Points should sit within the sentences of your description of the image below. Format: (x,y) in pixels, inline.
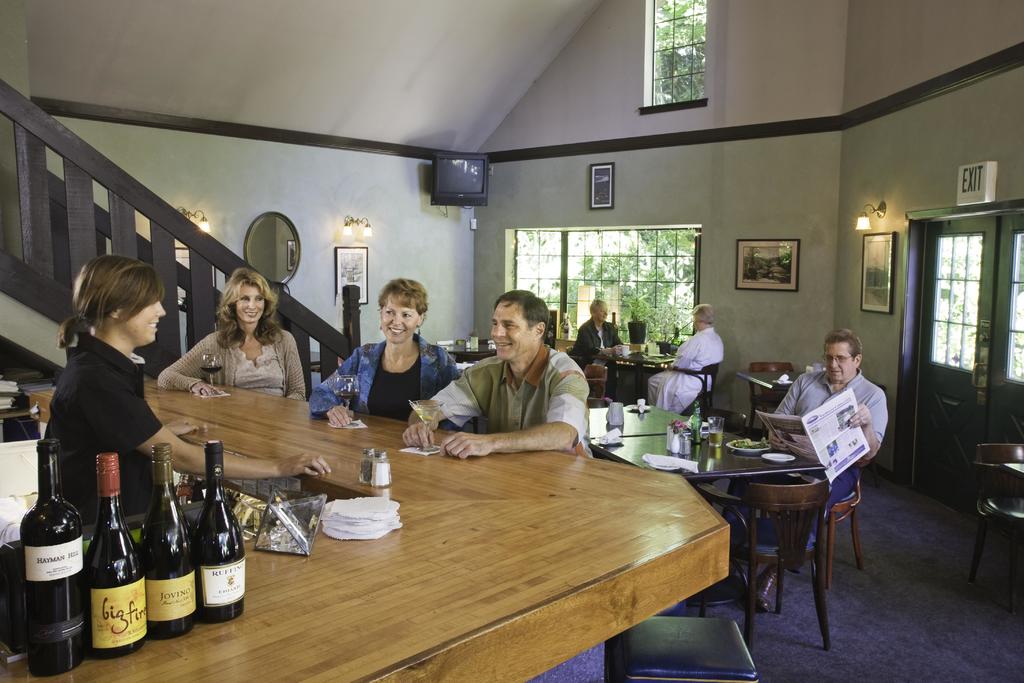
In this image there are group of people (69,323) sitting in chair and there is a table (258,665) consists of wine bottles (115,648), tissues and in back ground (488,187) there is television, frame (744,244), tree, window (697,262), stair case (191,327), mirror (262,258).
